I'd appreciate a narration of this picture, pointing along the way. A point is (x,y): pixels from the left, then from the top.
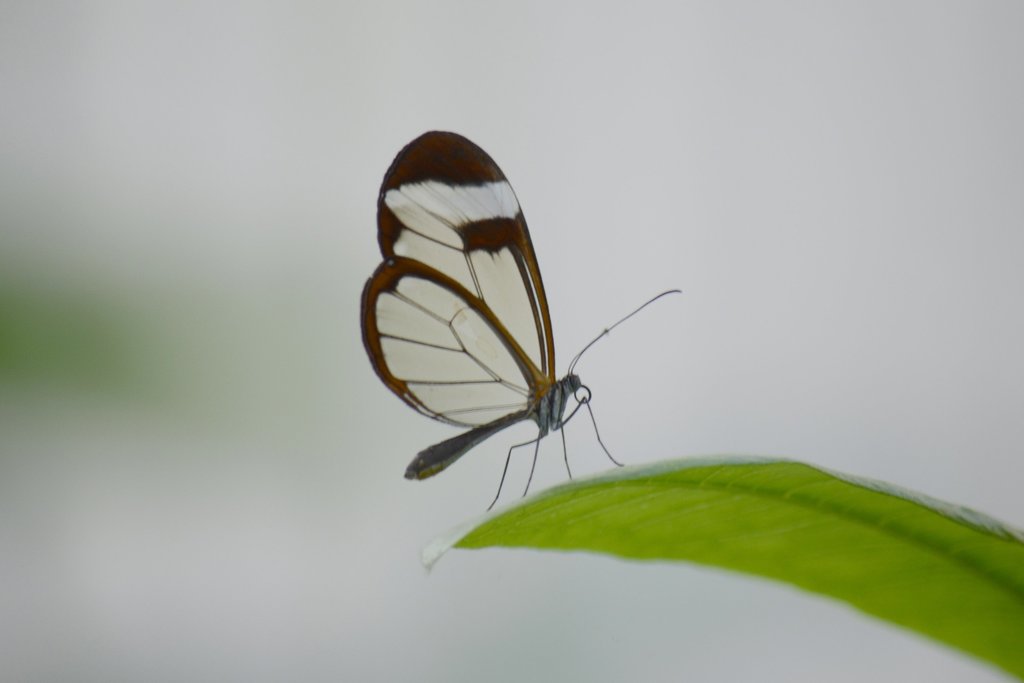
This picture contains a butterfly (493,376) which is in white and brown color. This butterfly (451,397) is on the green color leaf (712,511). In the background (287,470), it is white in color and it is blurred in the background (215,366).
